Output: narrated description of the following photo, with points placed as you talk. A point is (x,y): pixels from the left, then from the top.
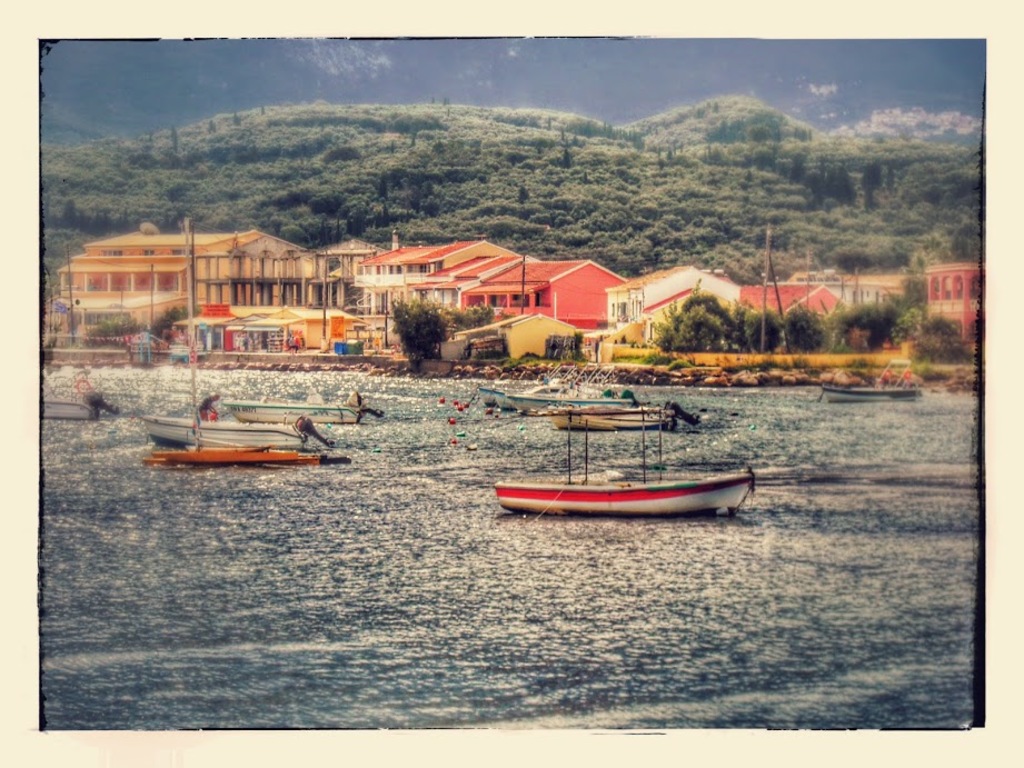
Here, we can see a picture, in that picture there is water (496,677) and there are some boats (628,411) and we can see some buildings (561,288), there are some trees (593,214), at the top (539,61) there is a sky (460,57).
